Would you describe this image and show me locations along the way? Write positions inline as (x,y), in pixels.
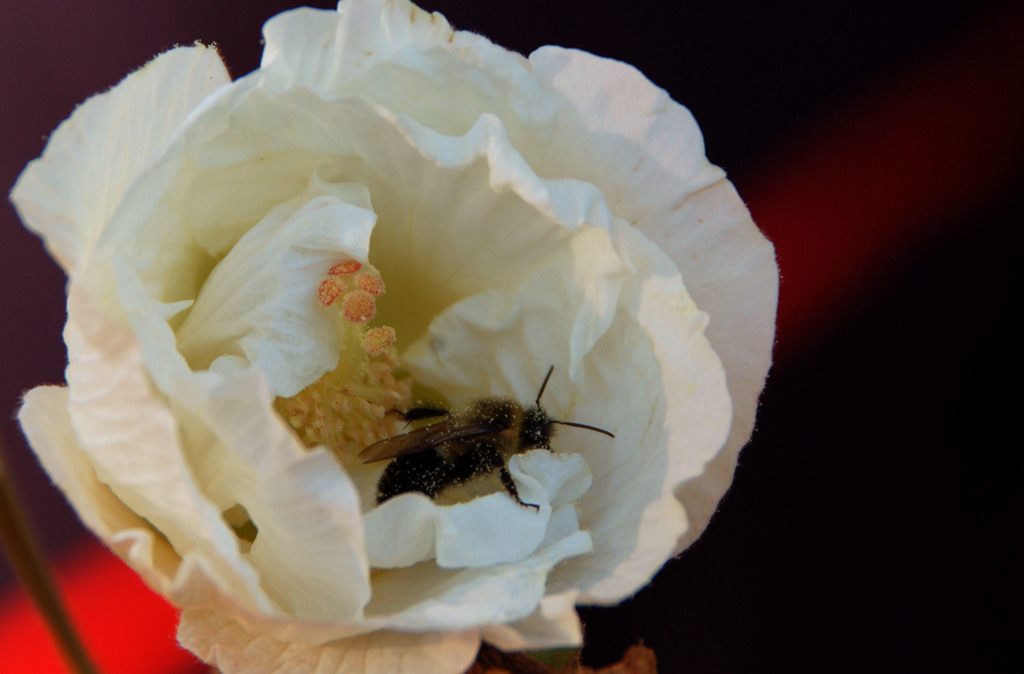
In the center of this picture (590,384) we can see a white color flower (368,420) and we can see a bee (465,455) which seems to be in the flower (575,457). In the background (532,22) we can see some other items (63,589).
